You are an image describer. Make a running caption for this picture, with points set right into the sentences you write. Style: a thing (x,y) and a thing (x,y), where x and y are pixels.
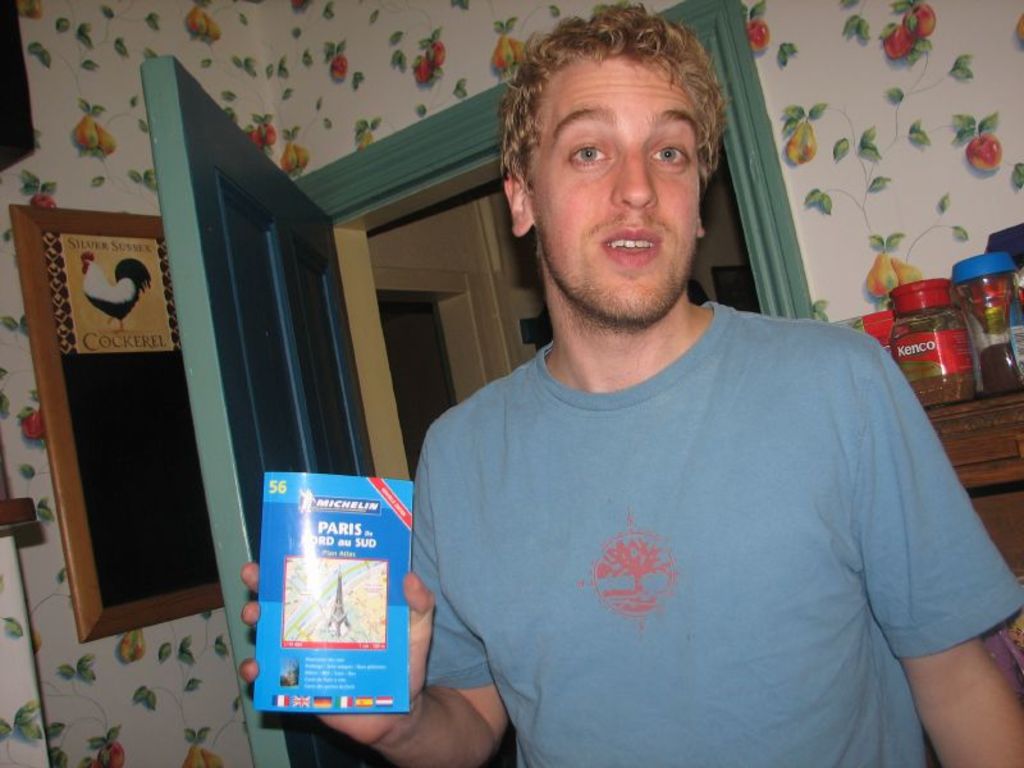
In this picture there is a man (696,593) who is wearing blue t-shirt (618,626) and holding a book (324,564). At the back (1010,355) we can see the bottles (935,317) and other objects (891,333) on the table (964,423). Behind him we can see board (128,482) and doors (356,379).
